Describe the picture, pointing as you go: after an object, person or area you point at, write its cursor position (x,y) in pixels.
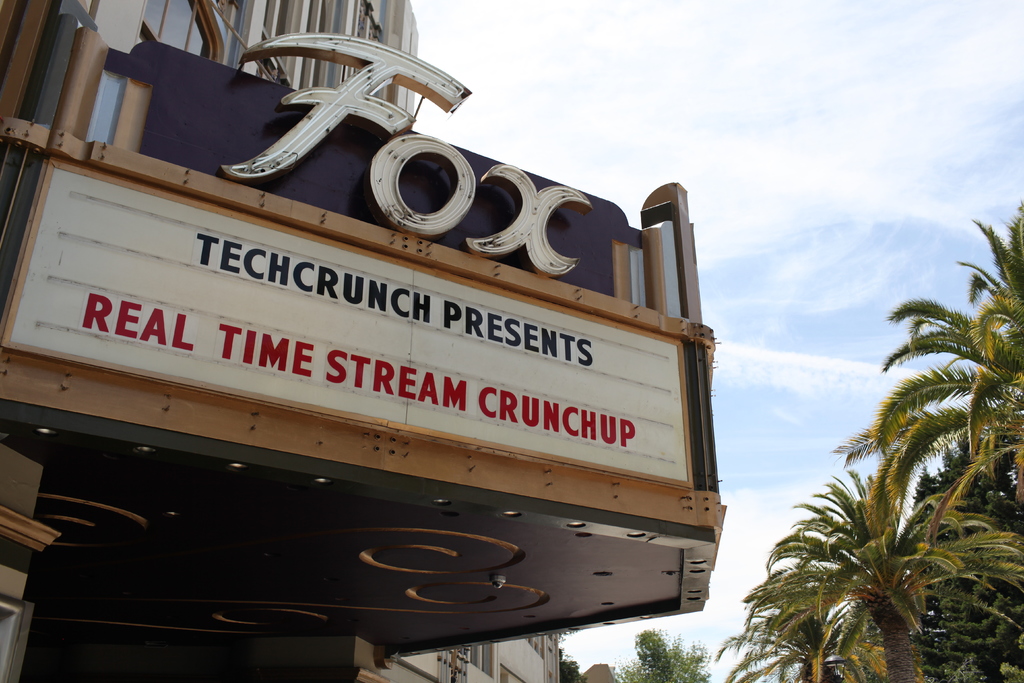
In this image in the center (545,388) there is a building (283,272) and also we could see some text (351,277), on the wall (449,274). On the right side (883,574) there are some trees (845,529), at the top of the image (732,113) there is sky (697,139).
